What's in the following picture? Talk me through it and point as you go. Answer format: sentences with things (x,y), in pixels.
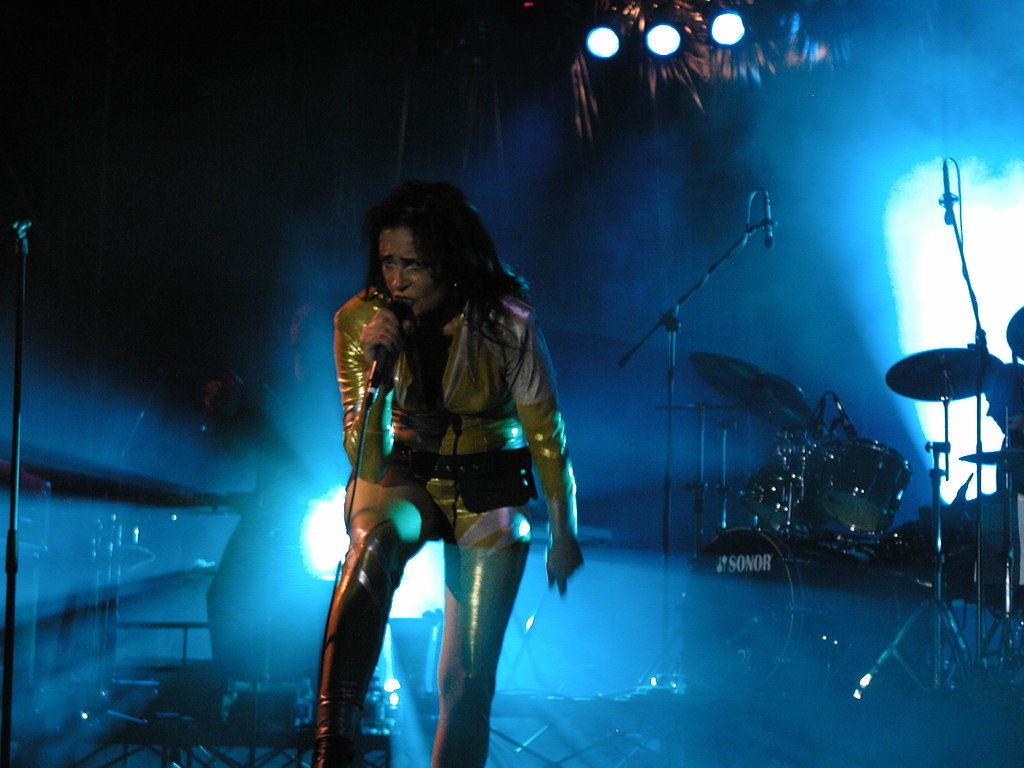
In the middle of the image (438,281) a woman (385,229) is standing and holding a microphone (371,371). Behind her there are some drums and microphones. At the top of the image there are some lights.
